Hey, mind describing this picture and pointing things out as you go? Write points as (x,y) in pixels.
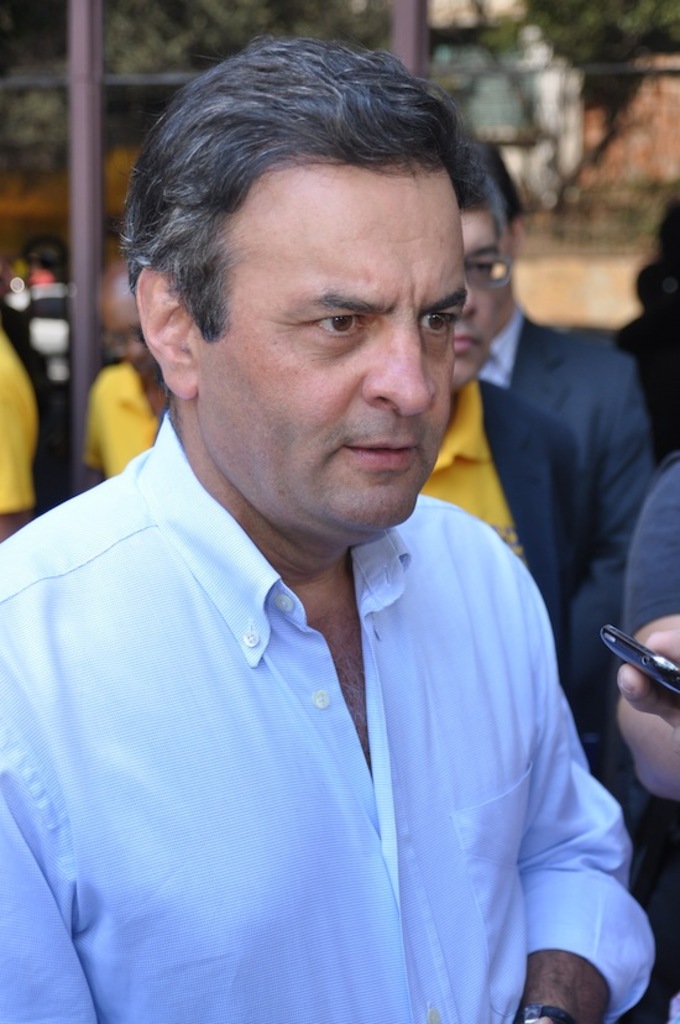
In this picture I can see few people (352,551) are standing and I can see a human hand (650,682) holding a mobile (672,670) and I can see trees (46,103), couple of metal poles (75,128) and looks like a wall (612,165) on the back (590,275).
